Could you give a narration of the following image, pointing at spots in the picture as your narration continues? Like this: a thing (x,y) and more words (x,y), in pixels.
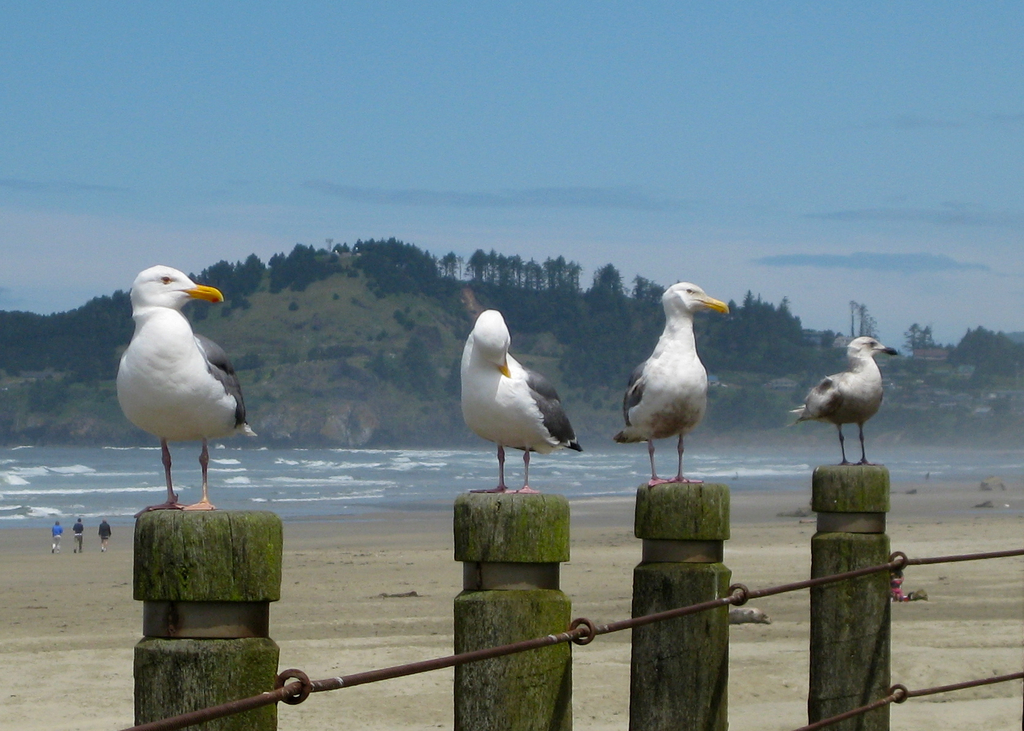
In this image we can see few birds (649,370) on the wooden logs (479,546). To the wooden logs (641,521) there are few objects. Behind the birds (683,473) we can see the water (148,454) and mountains (326,328). On the mountains (398,400) we can see a group of trees (590,338). At the top (603,221) we can see the sky (295,147). On the left side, we can see three persons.
